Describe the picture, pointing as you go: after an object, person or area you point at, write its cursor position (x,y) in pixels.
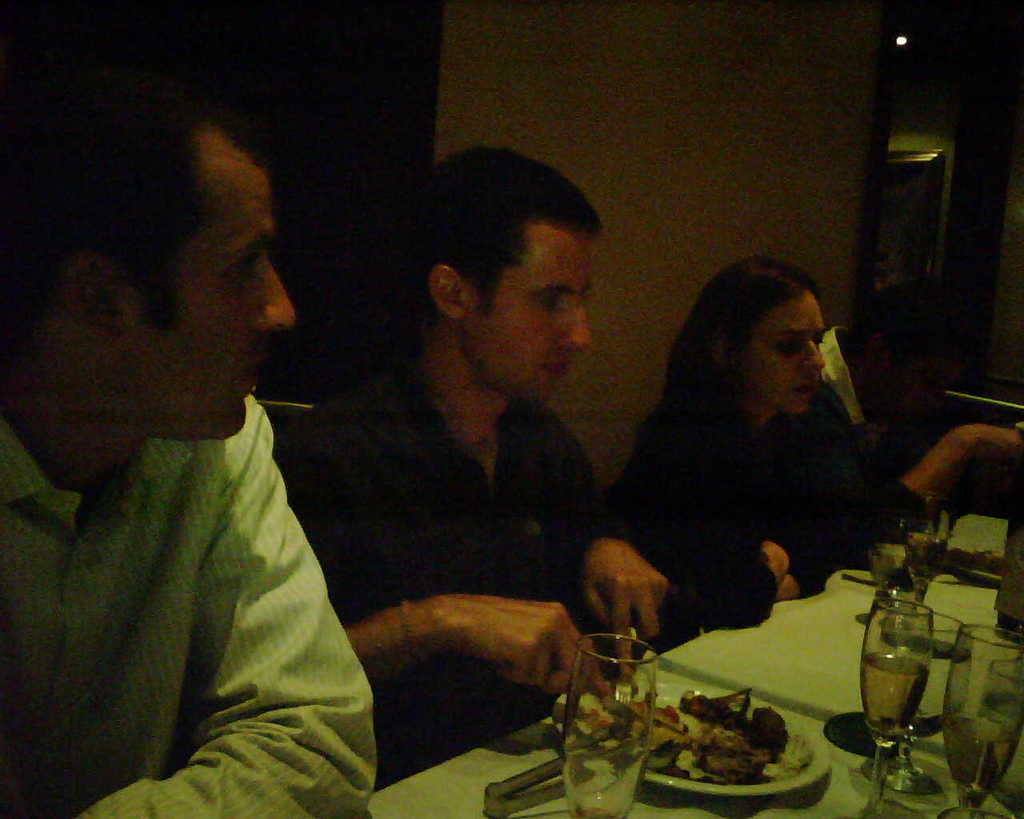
In the image there are three men (239,695) and a woman (680,500) sitting in front of dining table (839,622) with wine glasses (909,770). plates (804,760), food (666,756), fork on it, behind them there is wall (586,73).
